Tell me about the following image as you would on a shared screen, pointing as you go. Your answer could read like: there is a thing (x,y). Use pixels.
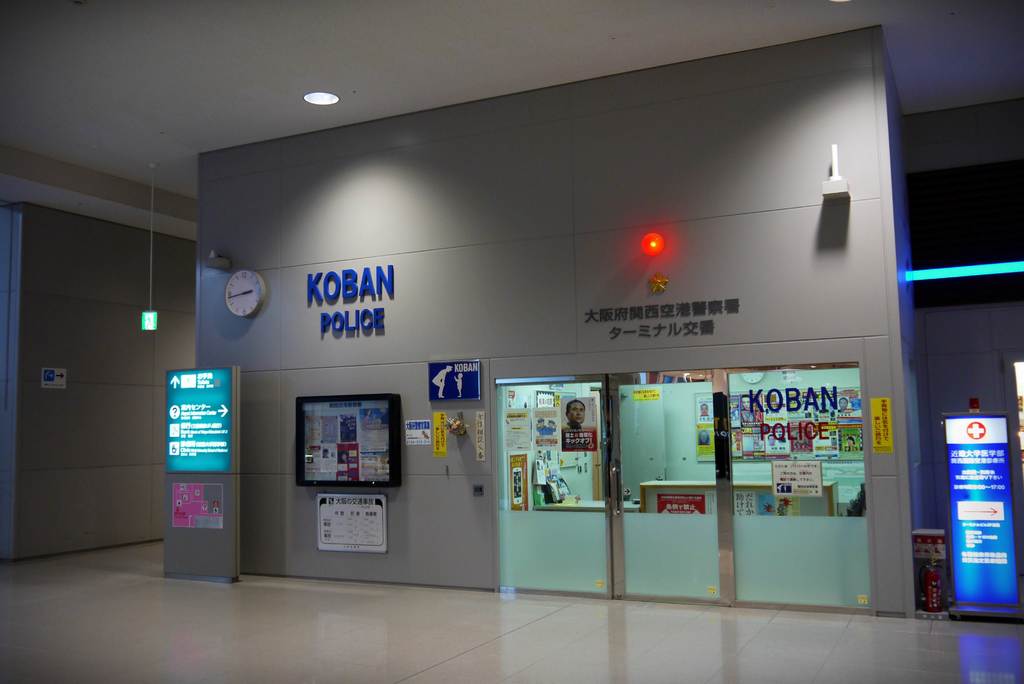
This is the picture of a building (535,317). In the foreground (540,421) there is a door (619,525) and there are posters (564,427) on the door (542,576) and there are posters (524,476) and there is a table (822,500) and clock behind the door (655,504). There is text (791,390) on the wall (741,367) and are boards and there is a clock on the wall (661,364) and there is text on the boards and there are lights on the wall (315,497). At the top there are lights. At the bottom (331,607) there is a floor (954,674). On the right side of the image (937,601) it looks like a fire extinguisher (937,586).
